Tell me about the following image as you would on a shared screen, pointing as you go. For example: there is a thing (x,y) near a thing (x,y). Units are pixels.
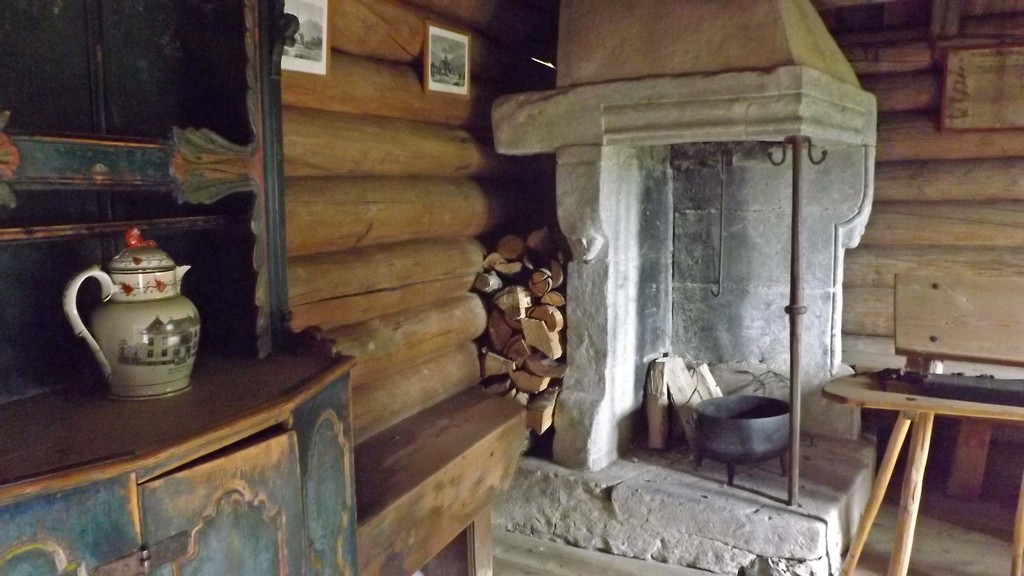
In this image there is a table (988,409) on the right side (971,457). On the left side (291,534) there are wooden cupboards (223,483). There is wooden wall (953,157). There are sceneries (445,43). There is an iron rod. There is an iron bowl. There is a mug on the left side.
